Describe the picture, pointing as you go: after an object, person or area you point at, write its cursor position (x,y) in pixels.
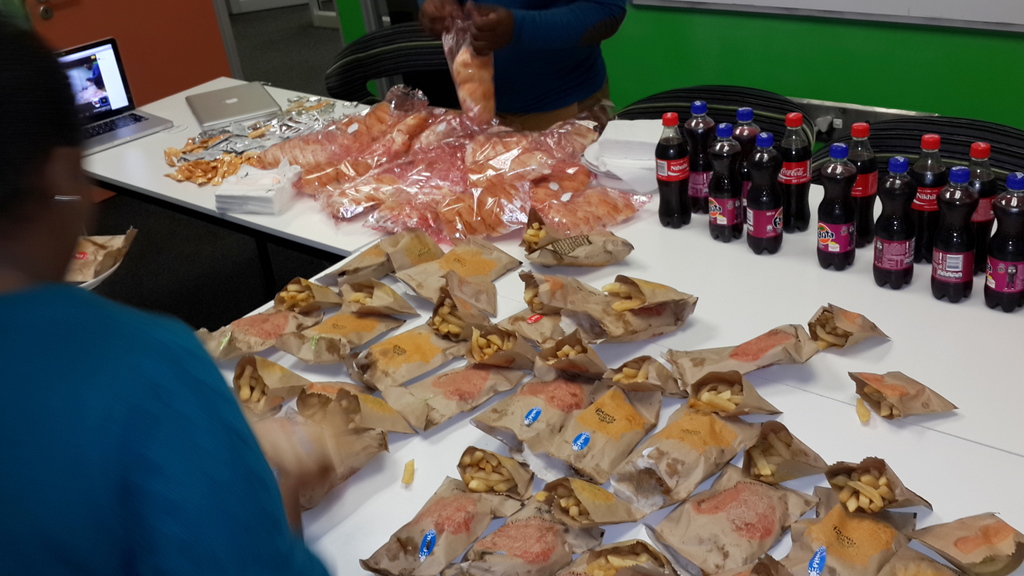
On this white table (860,259) we can see laptops (123,119), soft drink bottles (727,155), plates (638,184), tissue papers (612,158) and food packets (557,303) with food (491,82). This man (525,63) is holding a food packet (478,68).
